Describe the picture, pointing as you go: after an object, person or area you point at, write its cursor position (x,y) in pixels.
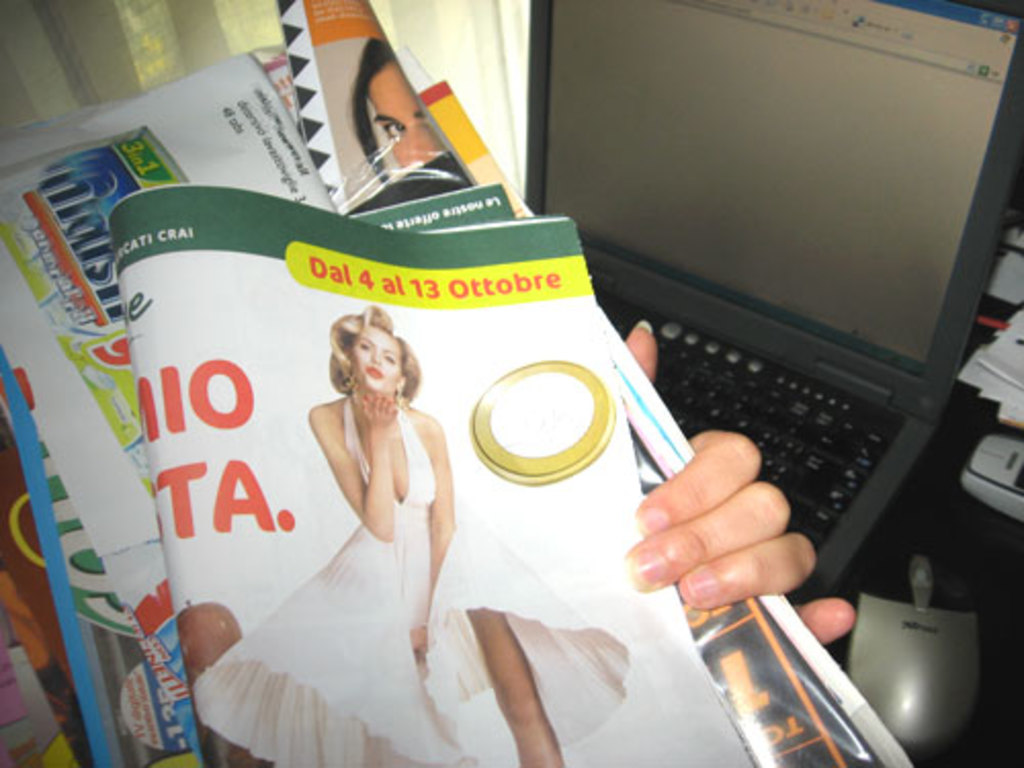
In this picture, those are looking like pamphlets (426,651). We can see the fingers (671,510) of a person (677,515). Behind the fingers (698,488) there is a laptop (688,353), mouse (897,656), a mobile (981,450) and some objects (994,378). At the top of the image (96,75) there is a curtain (96,29).
